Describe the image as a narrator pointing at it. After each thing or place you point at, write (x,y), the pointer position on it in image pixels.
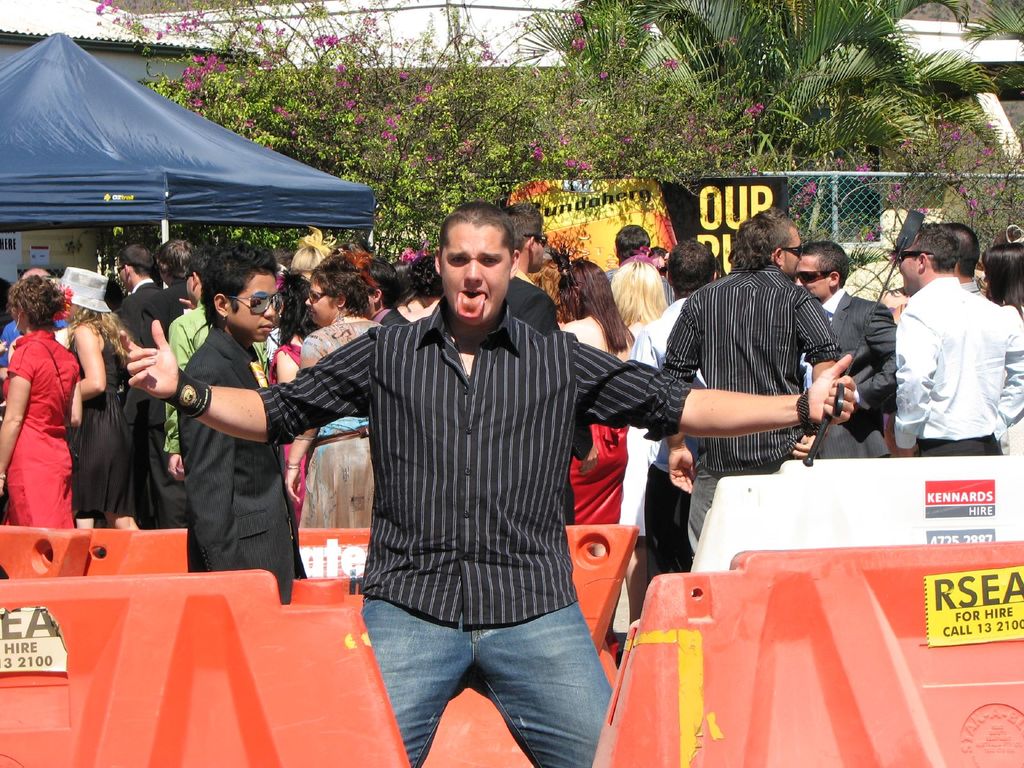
In the image there is a man (243,399) in the foreground (413,471), he is giving a weird expression and around him there are some orange colour objects (611,586), behind the man (434,363) there is a crowd (373,291), a tent (135,184), a poster (635,196), mesh (817,212) and trees (513,160).
